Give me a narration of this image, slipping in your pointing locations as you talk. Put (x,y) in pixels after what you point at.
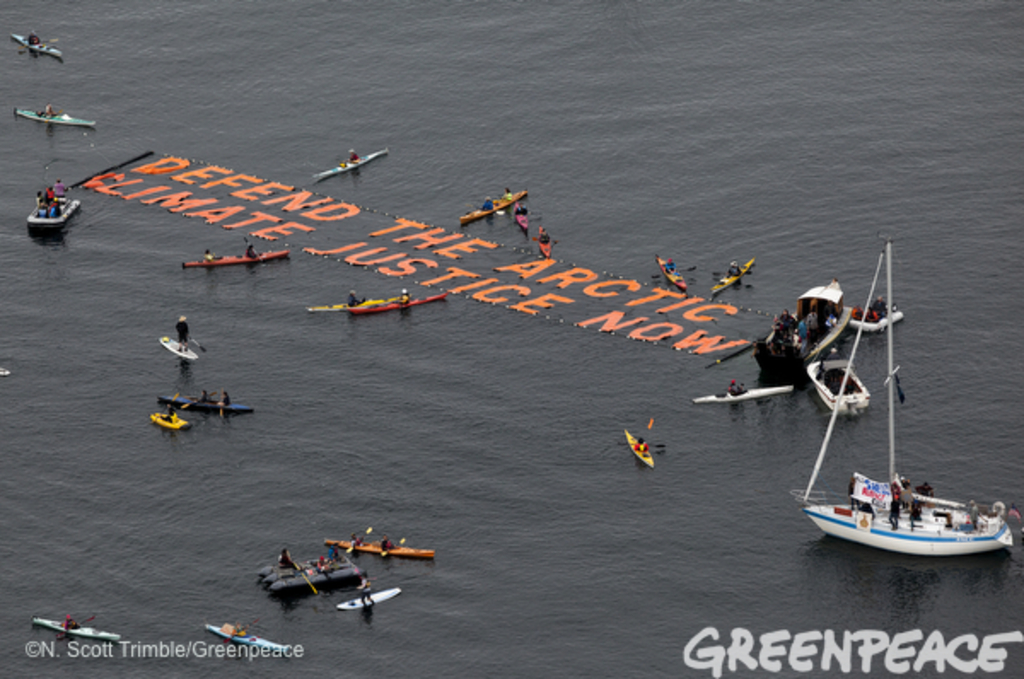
Above this water (621,485) we can see letters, boats (932,529) and people (921,509). Bottom of the image (170,646) there are watermarks (144,644).
